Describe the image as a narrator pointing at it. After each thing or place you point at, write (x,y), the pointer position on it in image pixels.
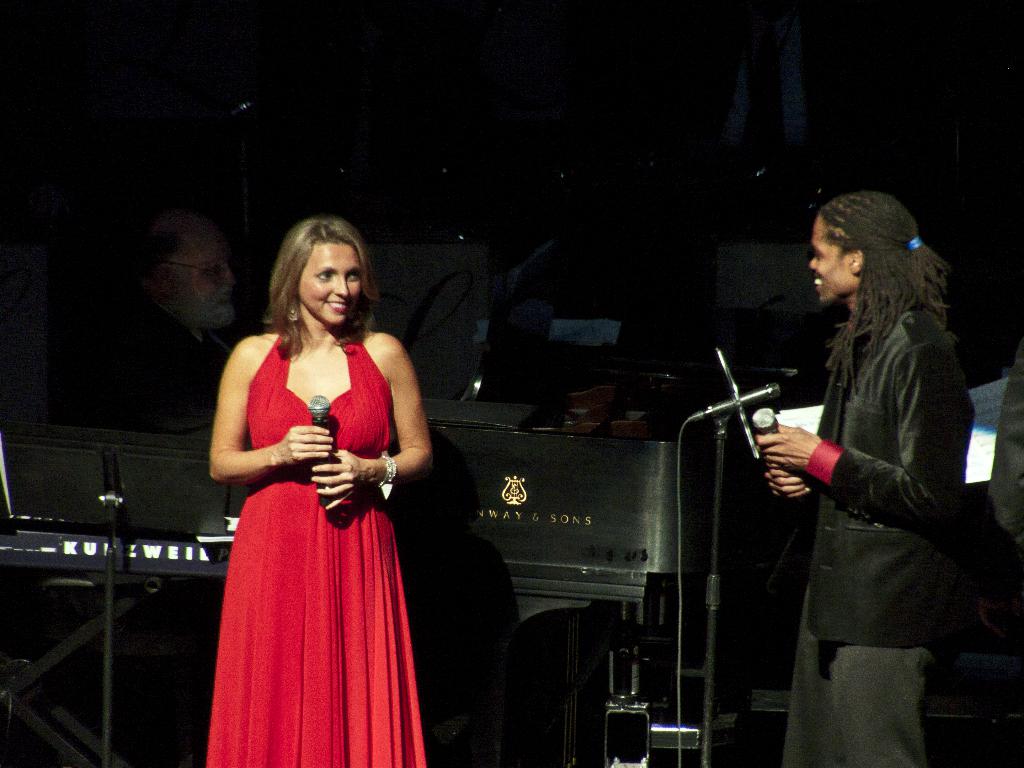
In this image I can see there are two people (336,385) standing one girl (342,741) wearing a red dress (229,620) and holding a mike (322,463) and one on the right side (856,322) wearing a black dress (911,760).
